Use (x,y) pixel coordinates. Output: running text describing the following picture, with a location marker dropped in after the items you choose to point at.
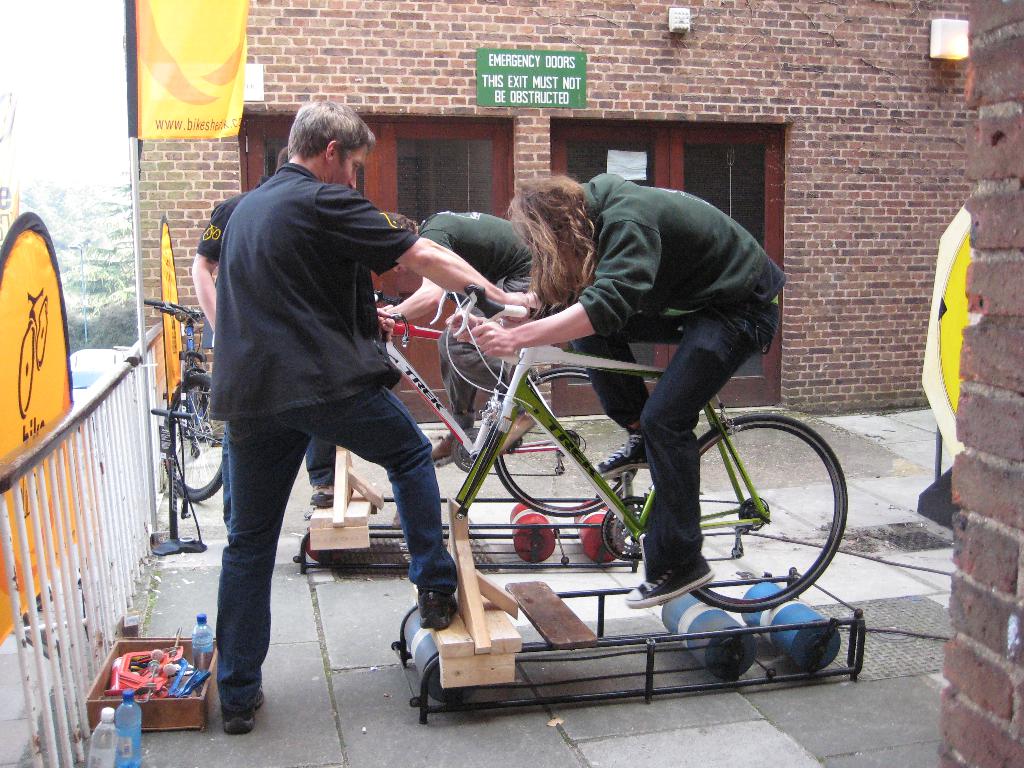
In this picture two people (434,307) are riding a bicycle (560,426) and there is a guy (356,349) holding a cycle (594,486). In the background (206,87) we observe many flags (194,80), glass windows (455,153) and there is a label (543,80) named as Emergency doors this Exit must not be obstructed.
